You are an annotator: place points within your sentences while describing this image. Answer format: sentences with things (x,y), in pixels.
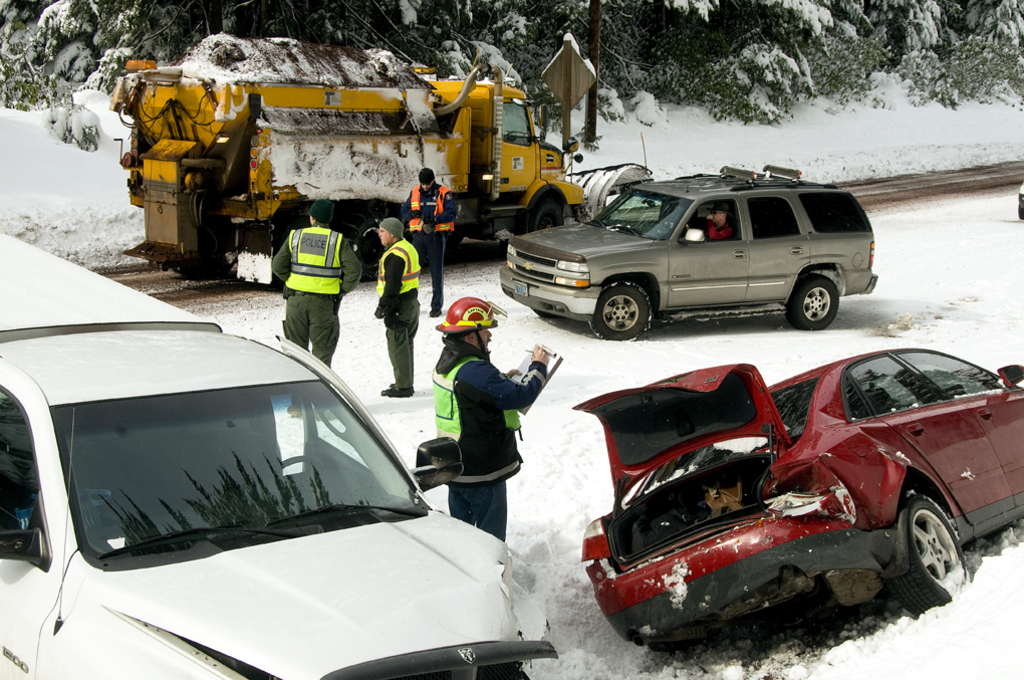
There are vehicles (88,325) and people (408,378) on the snow surface (420,355) in the foreground area of the image (603,397), there are trees (582,16), vehicle (322,104) and snow (61,161) in the background (330,121).
